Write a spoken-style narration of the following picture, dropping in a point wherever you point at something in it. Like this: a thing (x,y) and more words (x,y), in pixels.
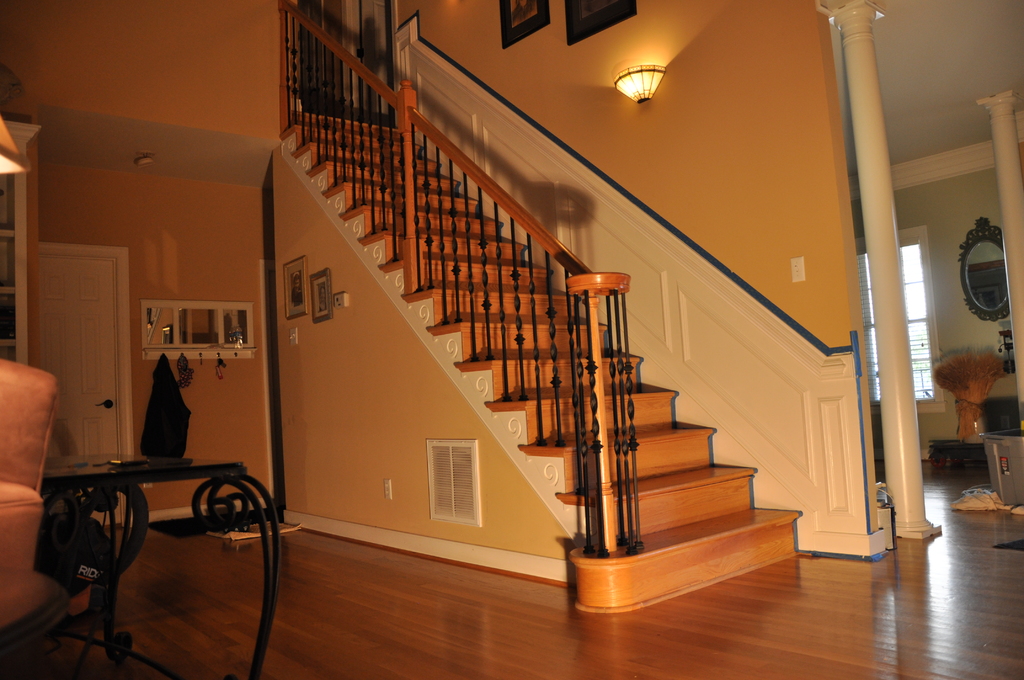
This picture might be taken inside a house (691,501). In this image, on the left side (118,589), we can see a couch (11,548) and a table (189,464), on that table (80,476), we can see some electronic instruments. On the left side (82,341), we can also see a door (108,346). In the middle of the image (497,296), we can see a staircase (412,129). On the right side (904,288), we can see pillars (889,257), mirror (987,254) and a glass window (919,301) and some instruments (998,435) which are used at home. In the background (712,41), we can see some photo frames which are attached to a wall (728,95), at the bottom (894,648), we can see few clothes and a floor (485,600).
